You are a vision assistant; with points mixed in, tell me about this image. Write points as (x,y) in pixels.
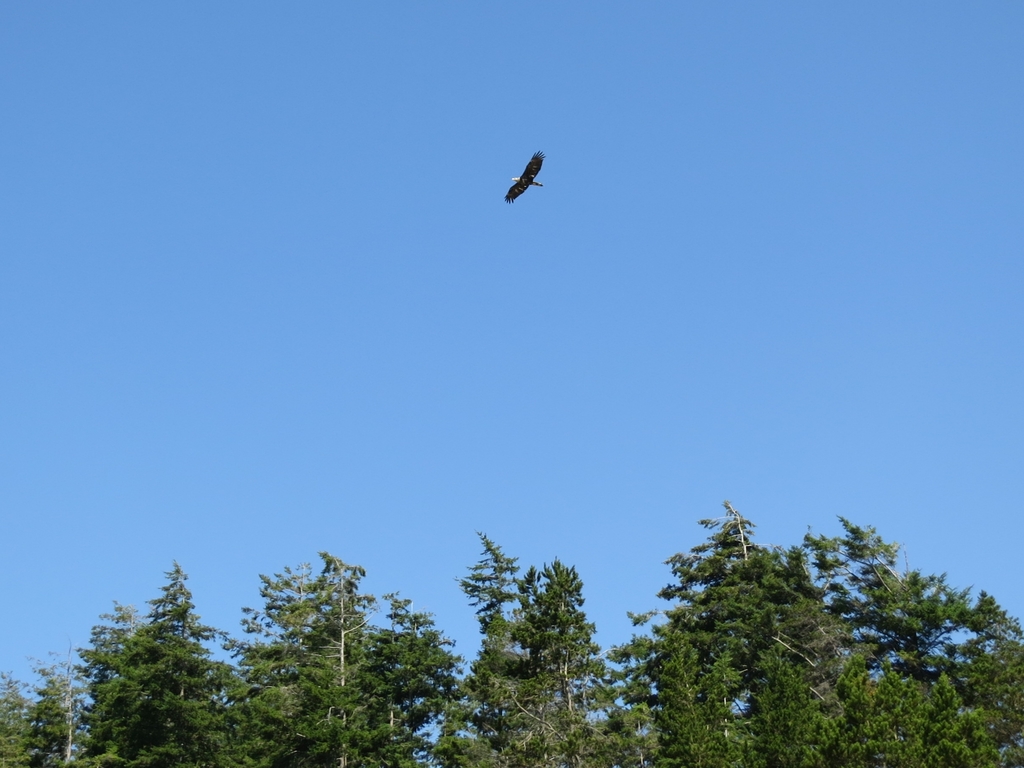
In the center of the image (468,319) we can see the sky (298,294), trees (677,725) and one bird (514,191) flying.
